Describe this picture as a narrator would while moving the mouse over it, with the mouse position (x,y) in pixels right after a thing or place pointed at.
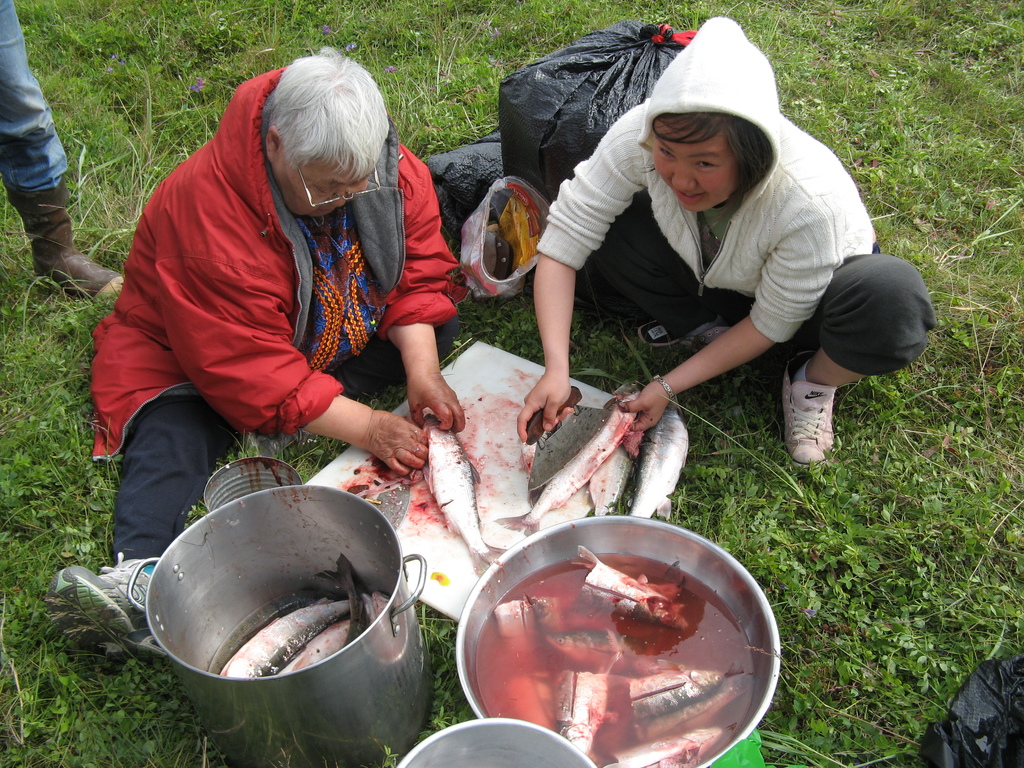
Here I can see two people (416,278) sitting and cutting the fishes (461,482). At the bottom (466,692) there are few fishes (335,621) in the vessels (233,538). I can see the grass (959,485) on the ground (961,363). On the left side (40,168), I can see a person's leg (50,185). At the back of these people (613,137) there are few bags (489,154) placed on the ground (425,89).
